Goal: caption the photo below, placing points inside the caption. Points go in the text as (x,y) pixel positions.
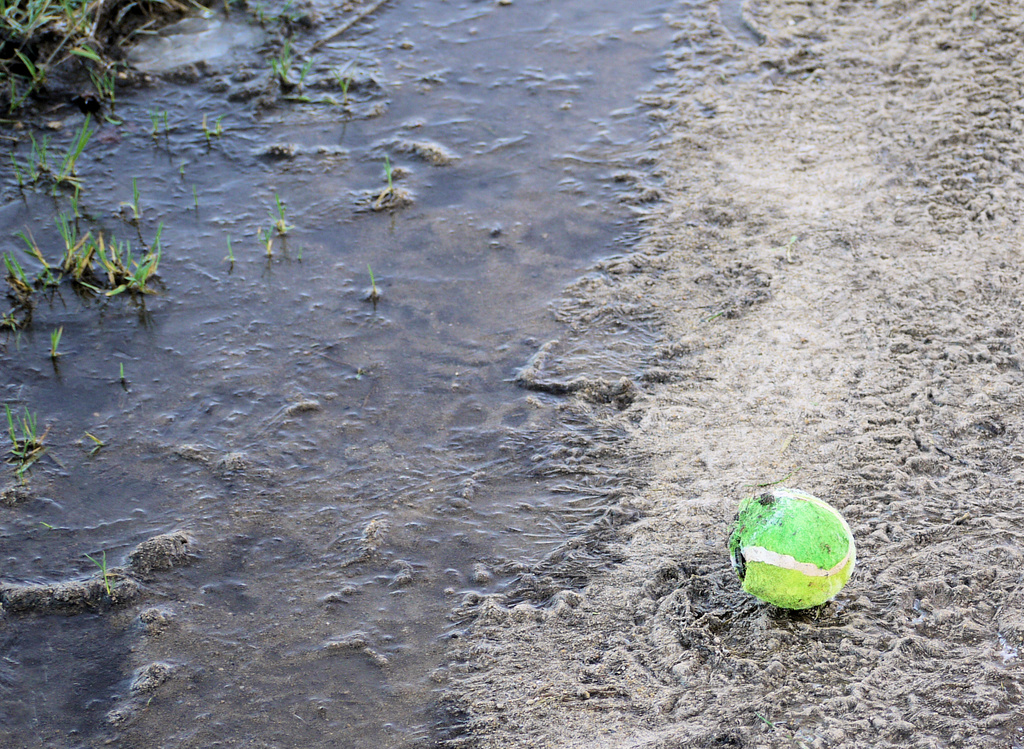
In the picture I can see a green color object (766,548) on the ground (818,638). In the background (237,290) I can see the water (236,247) and the grass (105,86).
